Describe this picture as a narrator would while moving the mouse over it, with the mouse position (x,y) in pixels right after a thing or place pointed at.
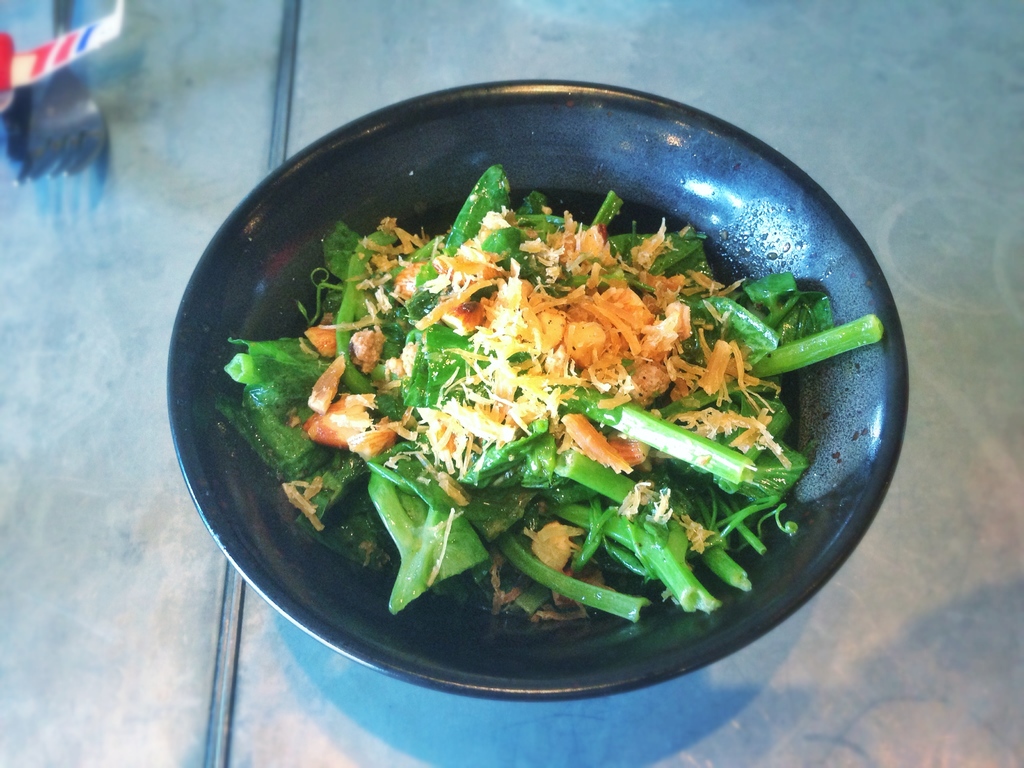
In this picture I can see food item (566,465) in a bowl (601,430). On the left side (16,72) I can see some objects (22,118).
